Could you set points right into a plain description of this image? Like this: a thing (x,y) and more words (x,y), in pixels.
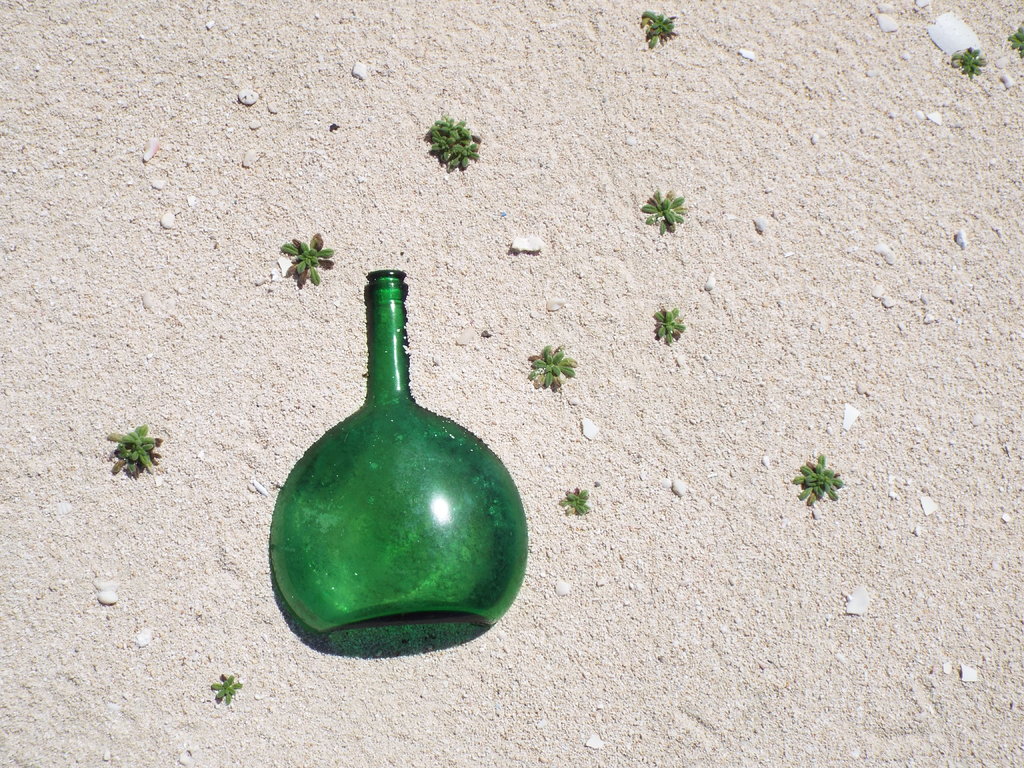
In this image we can see a glass bottle (387,595) which is green in color is on the ground (291,393) and there are some plants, sand (692,177) and stones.
